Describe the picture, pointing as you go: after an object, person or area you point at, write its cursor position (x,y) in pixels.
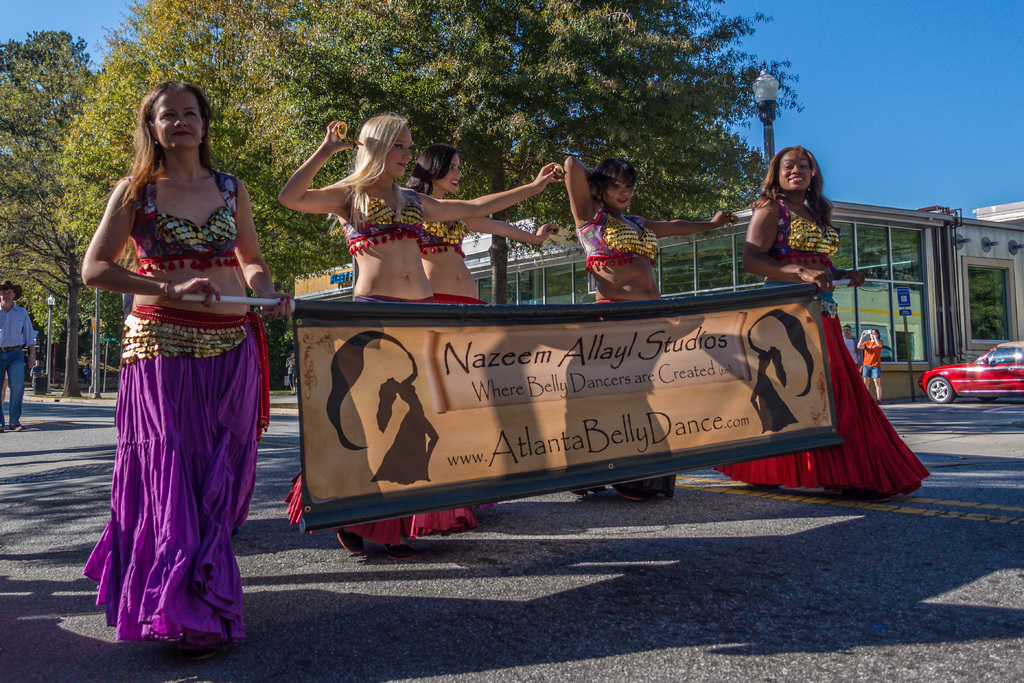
In the center of the image (448,268) we can see ladies (849,418) standing. They are all wearing costumes (606,215) and they are holding a banner (490,471). In the background (125,135) there are trees (125,135), buildings (1001,219), people (18,350) and sky (850,123). On the right (975,375) there is a car (963,378).
